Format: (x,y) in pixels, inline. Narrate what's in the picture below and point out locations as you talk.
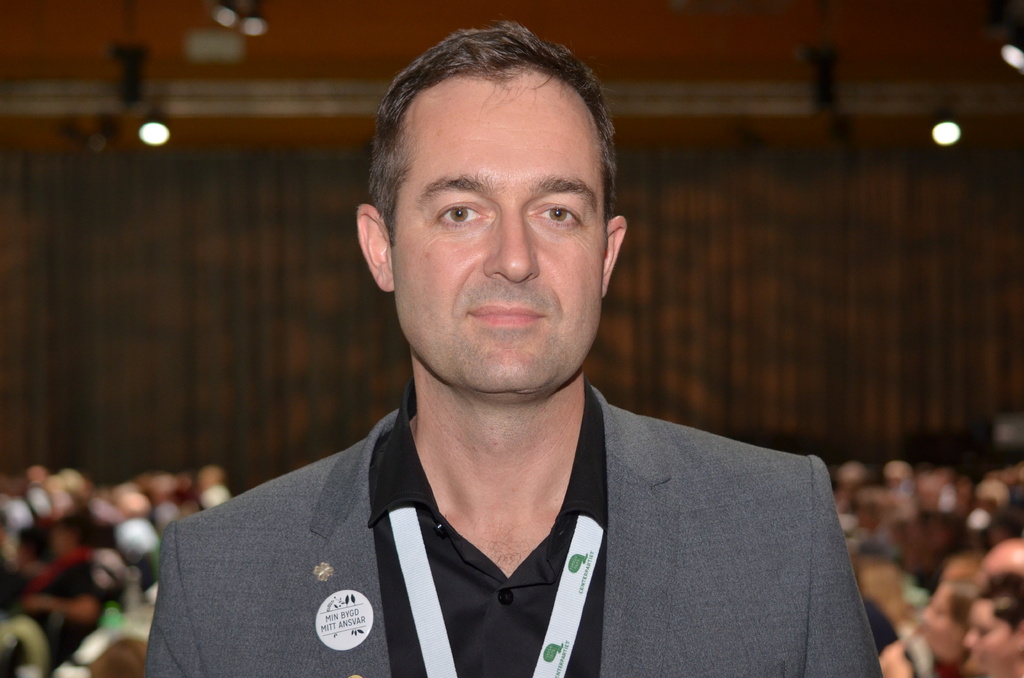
In this image we can see a person (576,500). On the backside (16,498) we can see a group of people (20,542) sitting. We can also see a wall (0,418) and some lights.
